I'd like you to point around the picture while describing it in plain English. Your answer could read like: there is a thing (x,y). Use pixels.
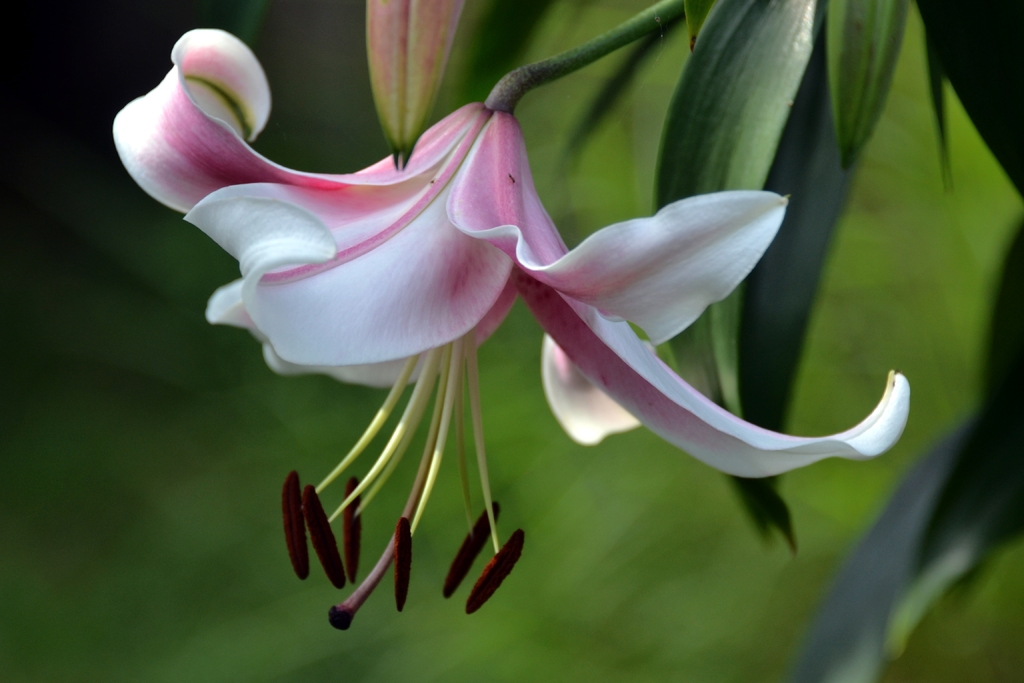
In the center of the image (493,307) there is a flower (586,397) to the plant (766,27).
